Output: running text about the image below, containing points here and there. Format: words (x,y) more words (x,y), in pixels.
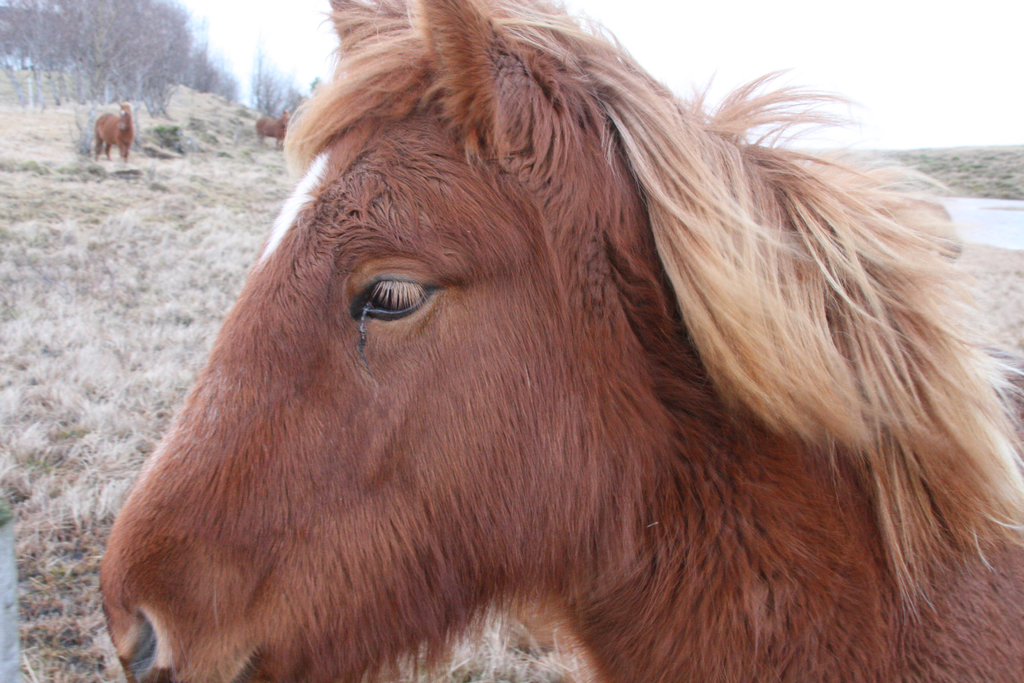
In this image in the front (571,295) there is an animal (655,412). In the background (245,205) there is dry grass (135,303) on the ground (136,223) and there are animals (128,138) standing, there are trees (93,71) and there is water (1000,211).
